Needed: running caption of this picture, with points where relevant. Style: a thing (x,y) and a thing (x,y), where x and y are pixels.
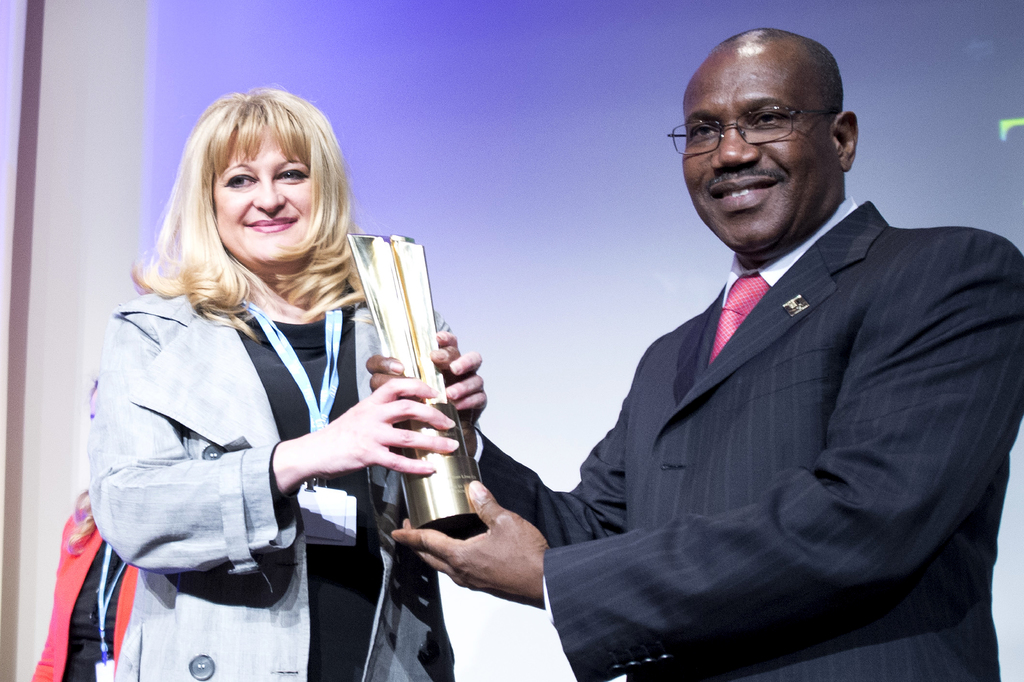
In this picture we can observe a man (764,162) and a woman (354,441) holding a prize (441,504) in their hands (397,375). The man (750,195) is wearing a coat (671,391) and smiling. The woman (205,554) is wearing a tag (289,347) in her neck (279,272) and smiling. In the background (519,148) there is a screen (448,141).
